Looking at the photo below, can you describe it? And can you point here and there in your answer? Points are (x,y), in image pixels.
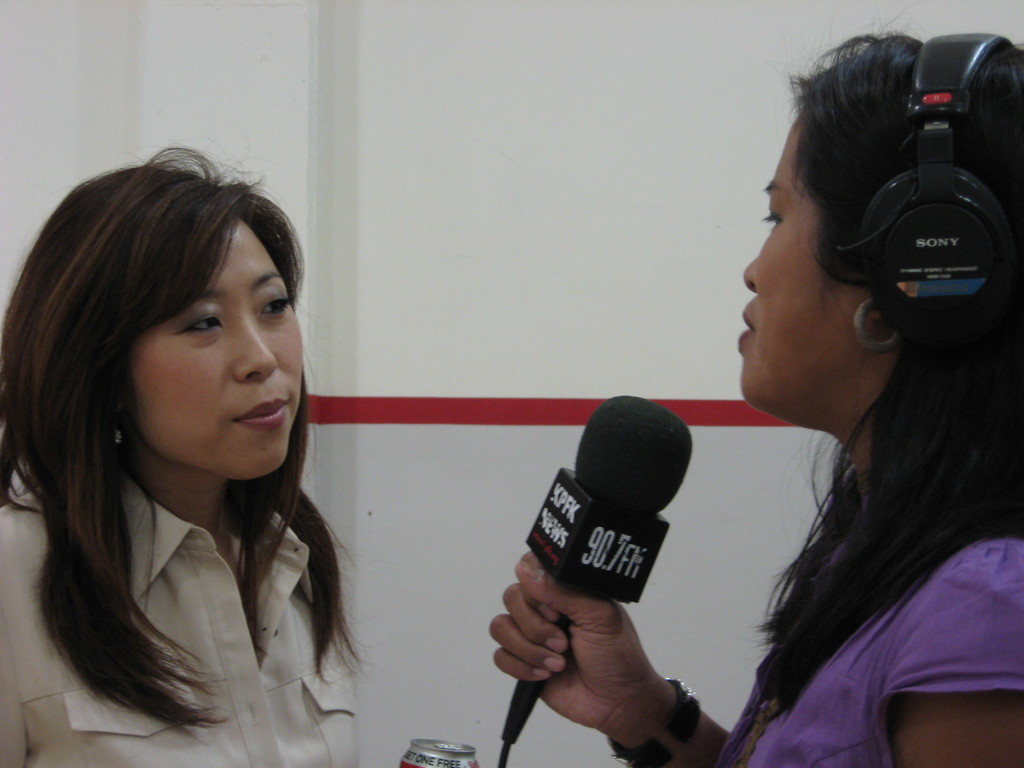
In the image we can see there are women (895,424) who are standing and a woman (547,618) is holding mic (567,578) in her hand (540,634) and she is wearing headphones (946,263).
